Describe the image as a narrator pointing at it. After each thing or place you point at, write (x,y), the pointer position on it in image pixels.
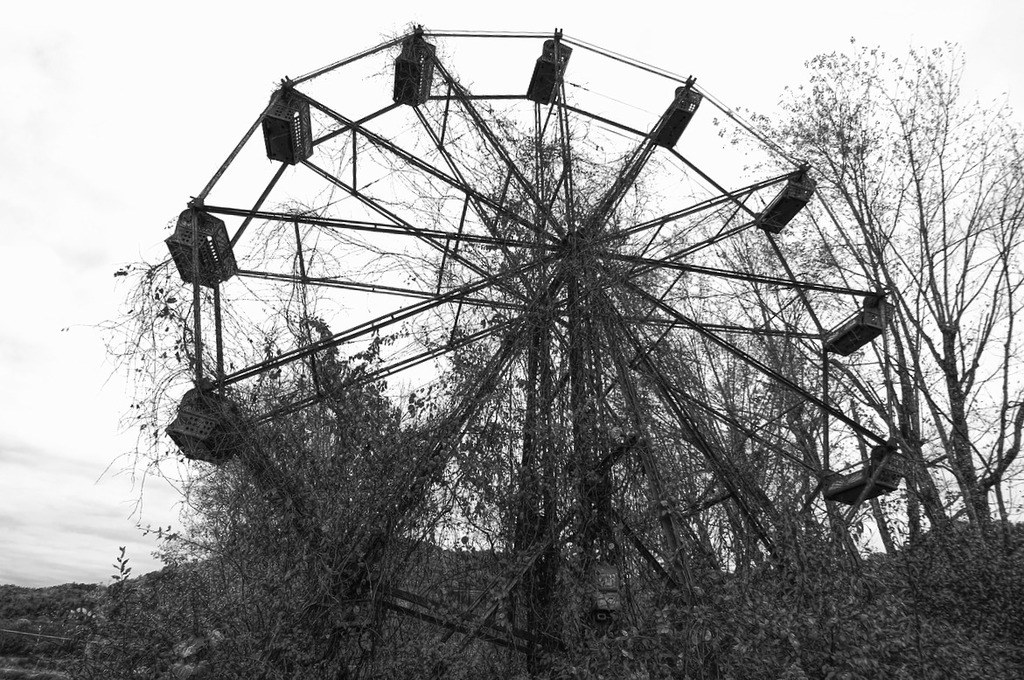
In this image I can see a giant wheel (704,509). At the bottom of the image (1005,581) there are some trees (978,588) and plants (100,608). At the top (172,90), I can see the sky (124,84).
